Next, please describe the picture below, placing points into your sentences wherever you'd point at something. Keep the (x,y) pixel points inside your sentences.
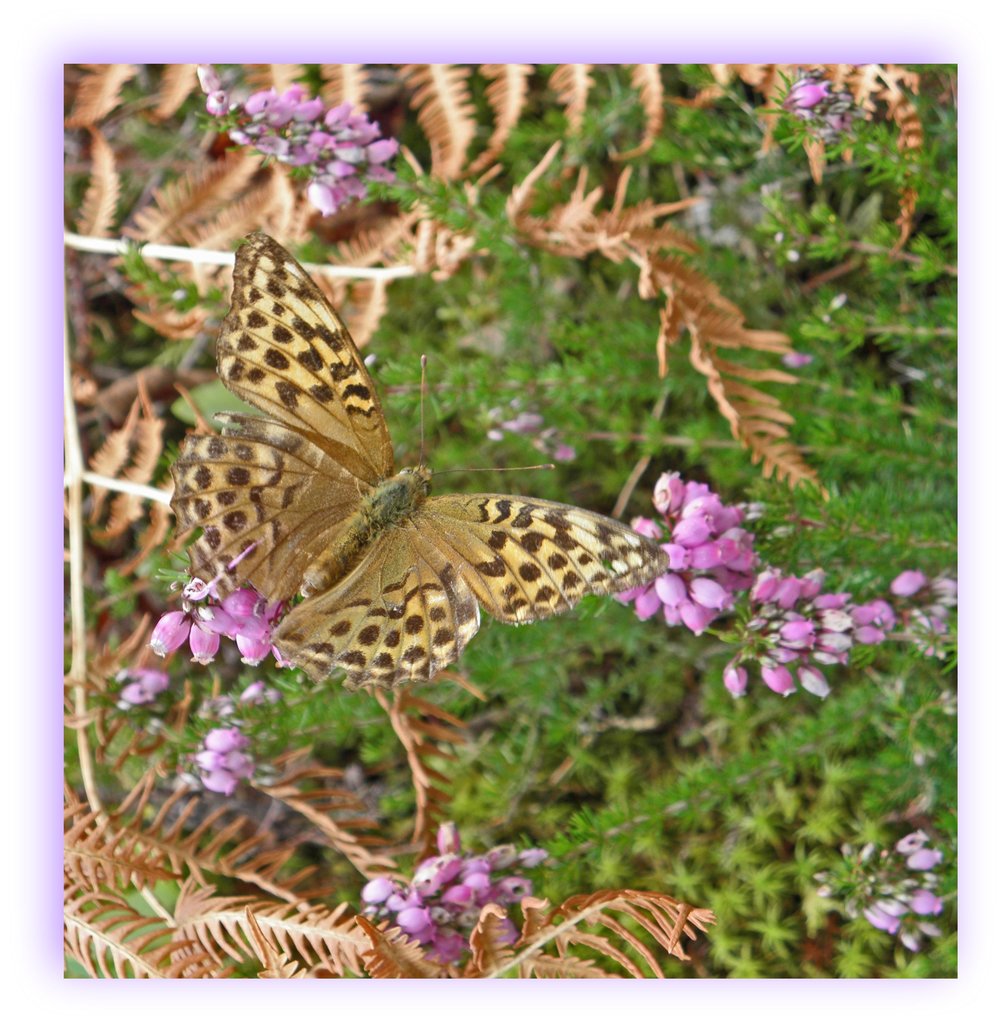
In this image in the center (353,601) there is an insect (361,628) and in the background (406,711) there are flowers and plants (591,363).
